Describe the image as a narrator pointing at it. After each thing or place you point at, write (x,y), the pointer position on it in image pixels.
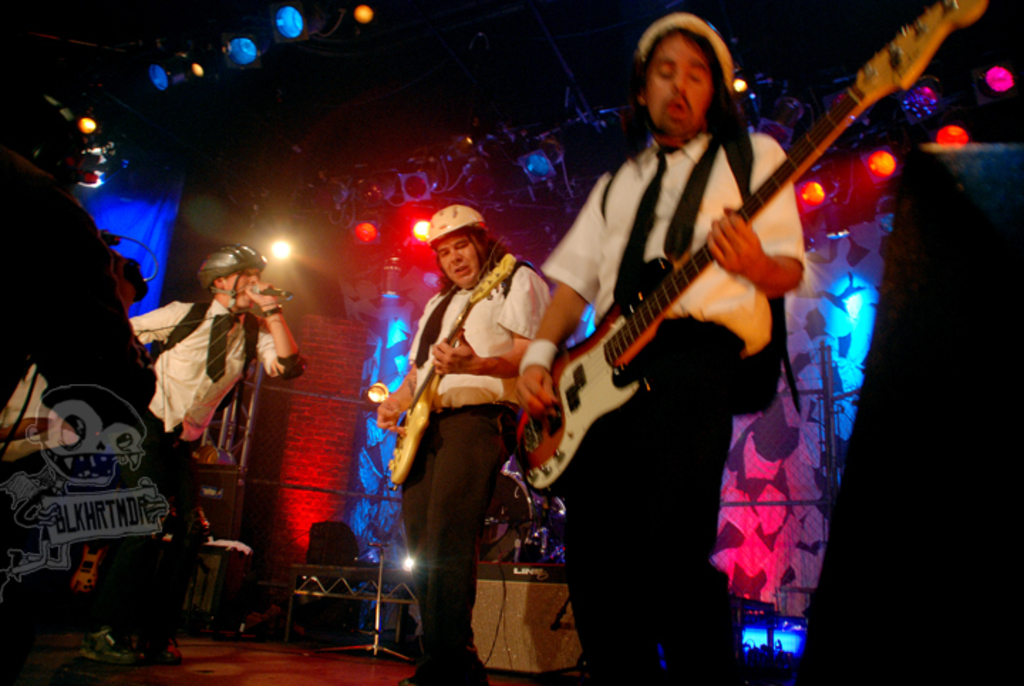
there are three persons (175,563) performing stage show in which two persons (578,303) are playing guitar (496,282) another person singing in a microphone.
